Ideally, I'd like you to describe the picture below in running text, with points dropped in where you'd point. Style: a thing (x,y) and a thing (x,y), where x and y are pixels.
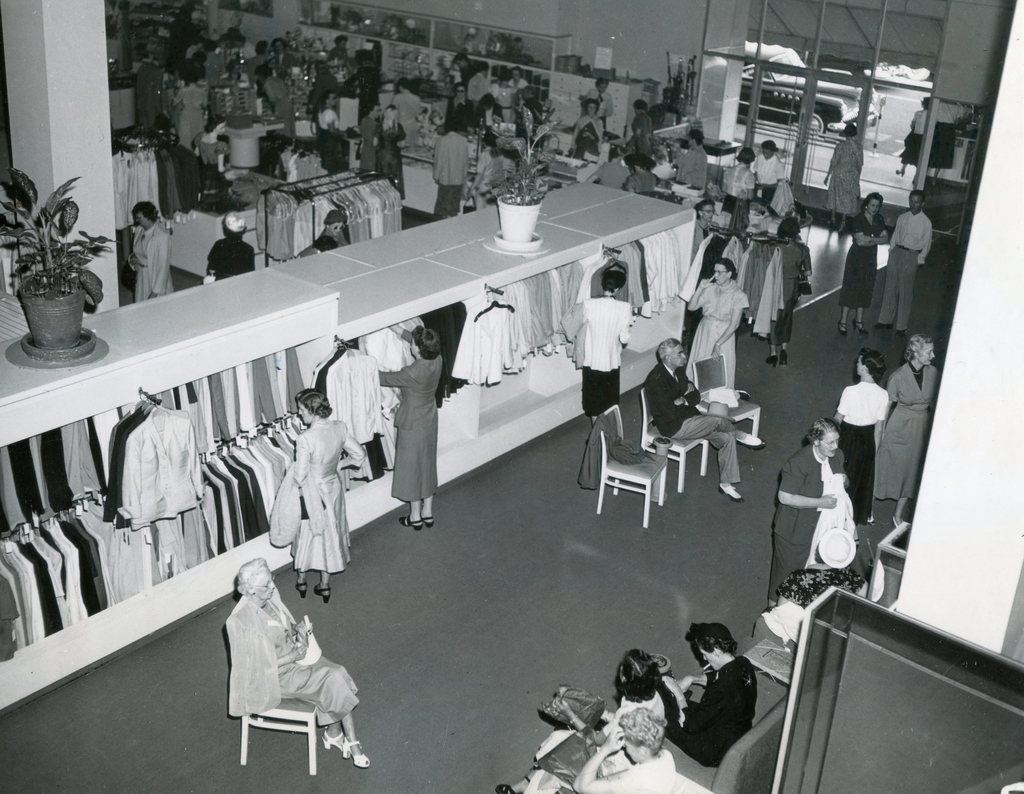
This is a black and white image. We can see inside view of a building (266,401). There are chairs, clothes (606,445) people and some objects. On the left side of the image (93,303), there is a pillar (45,170) and there are house plants (45,282) on the platform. In the top right corner of the image (746,95), there are glass doors (763,84) and a vehicle (791,119).
